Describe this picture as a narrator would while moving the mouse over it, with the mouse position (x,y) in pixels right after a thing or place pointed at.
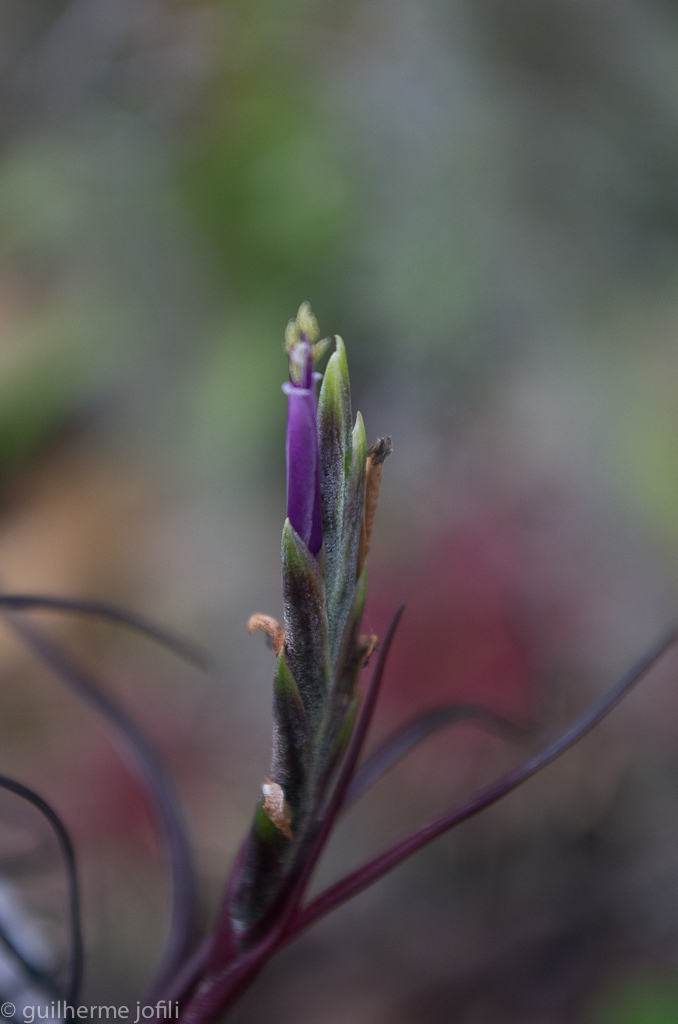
In the foreground of this image (296,431), there is a purple flower (296,446) and few buds (290,805). We can also see few leaves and the background (342,105) image is blur.
